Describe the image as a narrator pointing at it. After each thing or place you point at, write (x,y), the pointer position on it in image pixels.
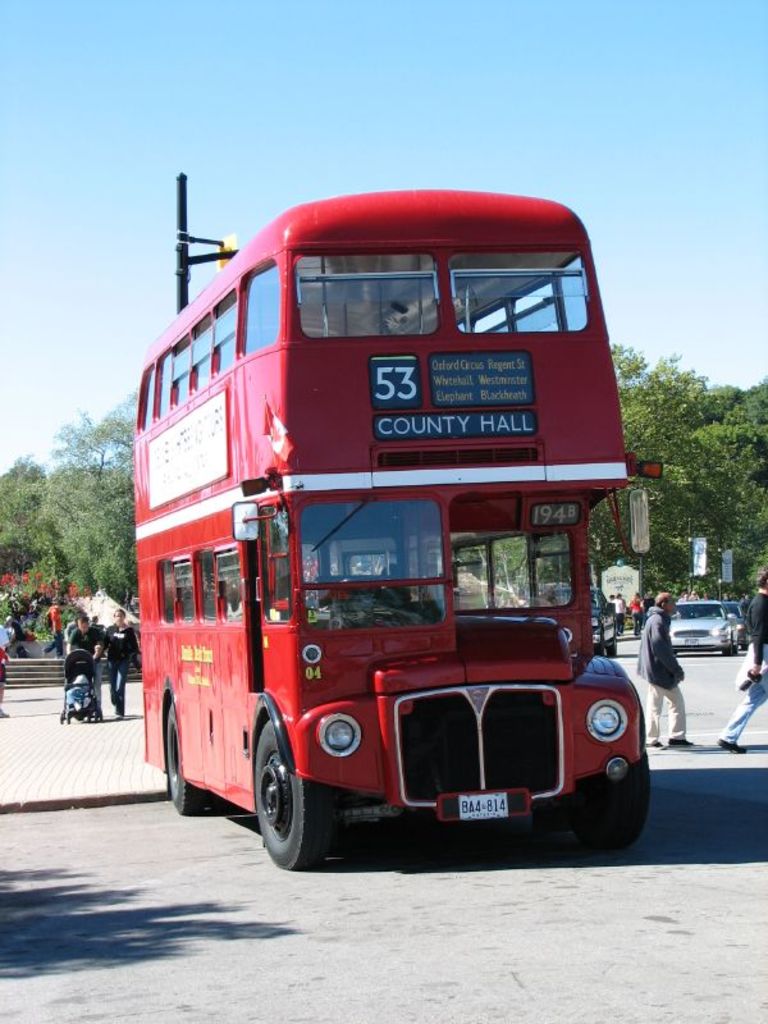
In this image we can see a vehicle (323,408) on the road (389,1009). In the background (38,524) there are few persons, kid (67,690) on the stroller (68,662), vehicles (684,612), trees (49,535), banners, objects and the sky (433,146).
